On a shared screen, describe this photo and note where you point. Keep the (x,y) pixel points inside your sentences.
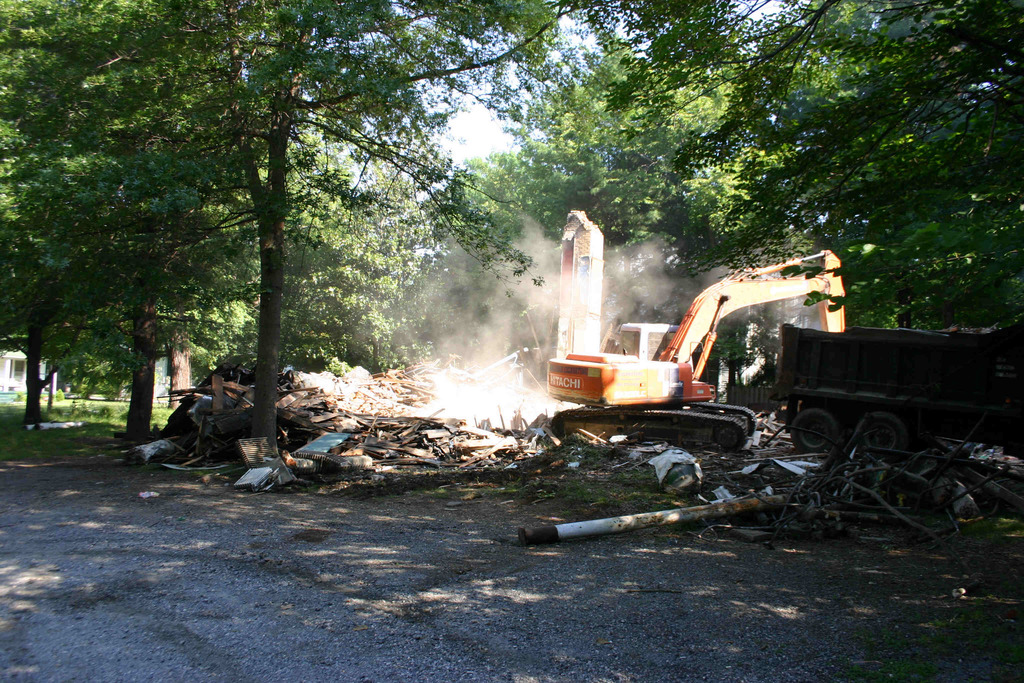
Here we can see vehicles (736,404), wooden objects (524,442), trees (890,175), poles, walkway (383,644). Background there is a sky (501,106).
